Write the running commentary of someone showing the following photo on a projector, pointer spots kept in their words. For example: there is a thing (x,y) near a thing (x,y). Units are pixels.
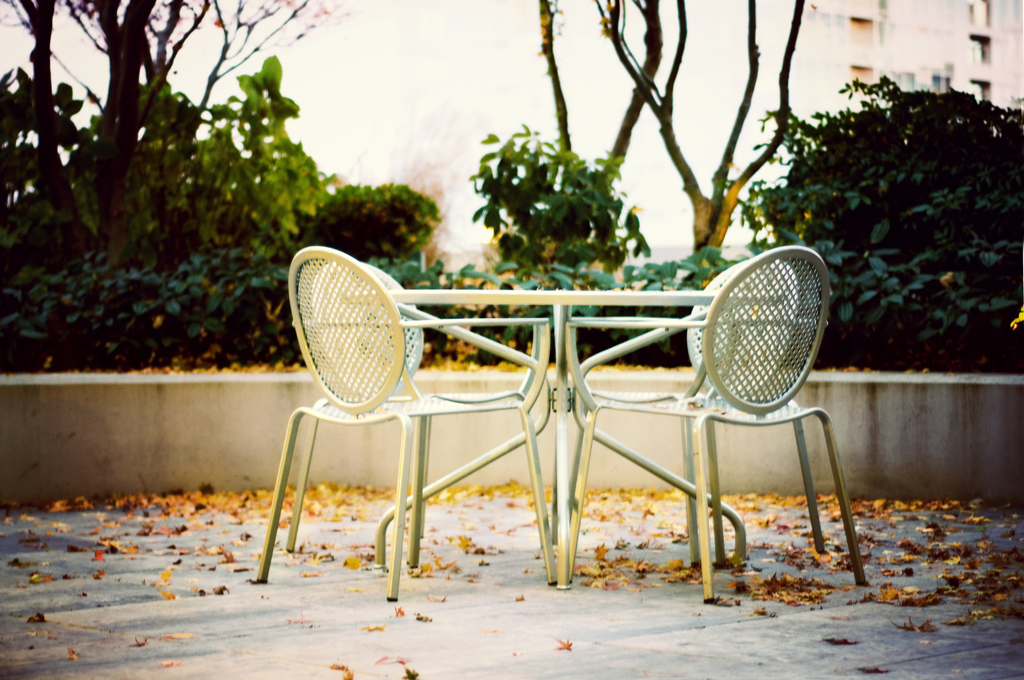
In this image there are table (535,304) and chairs (531,413) on the foreground (728,398). On the ground (475,565) there are dried leaves (895,563). In the background (371,202) there are trees (773,210), buildings (816,54).
